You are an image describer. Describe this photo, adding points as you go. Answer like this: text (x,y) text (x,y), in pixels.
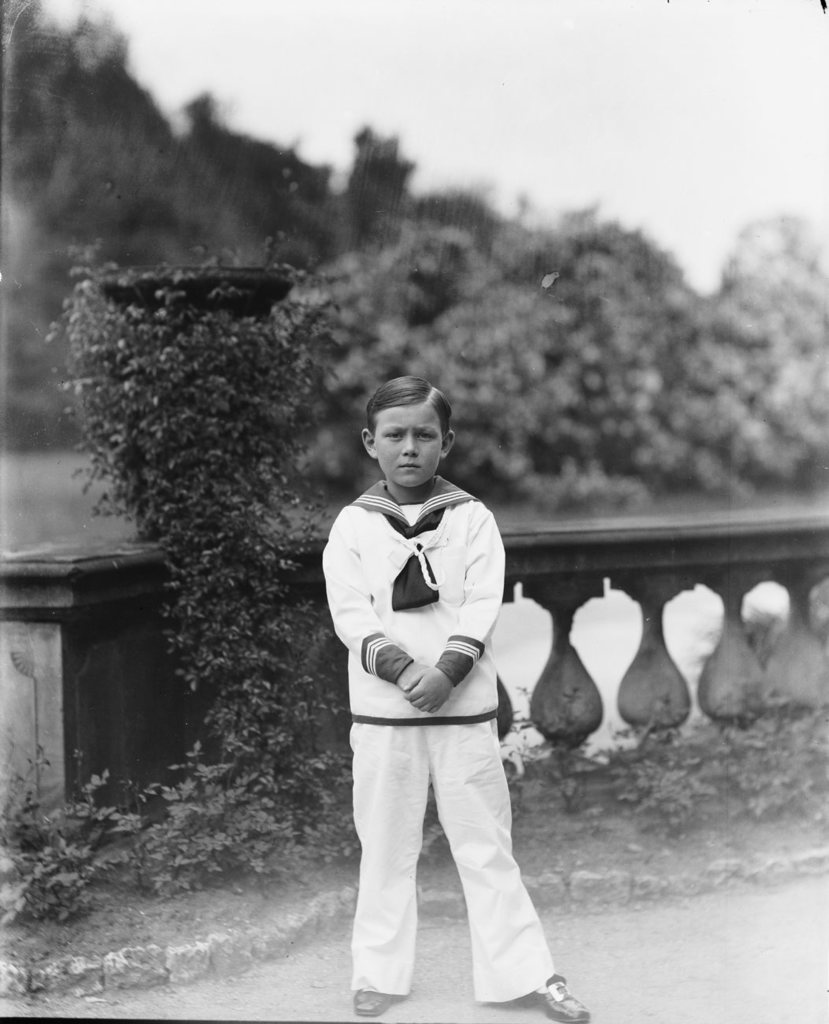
This is a black and white image. Here I can see a boy (395,789) standing on the ground (288,992) and looking at the picture. At the back of him there is a plant (235,650) and a railing (590,573). In the background (485,340) there are many trees (591,264). At the top of the image (525,76) I can see the sky (576,92).
